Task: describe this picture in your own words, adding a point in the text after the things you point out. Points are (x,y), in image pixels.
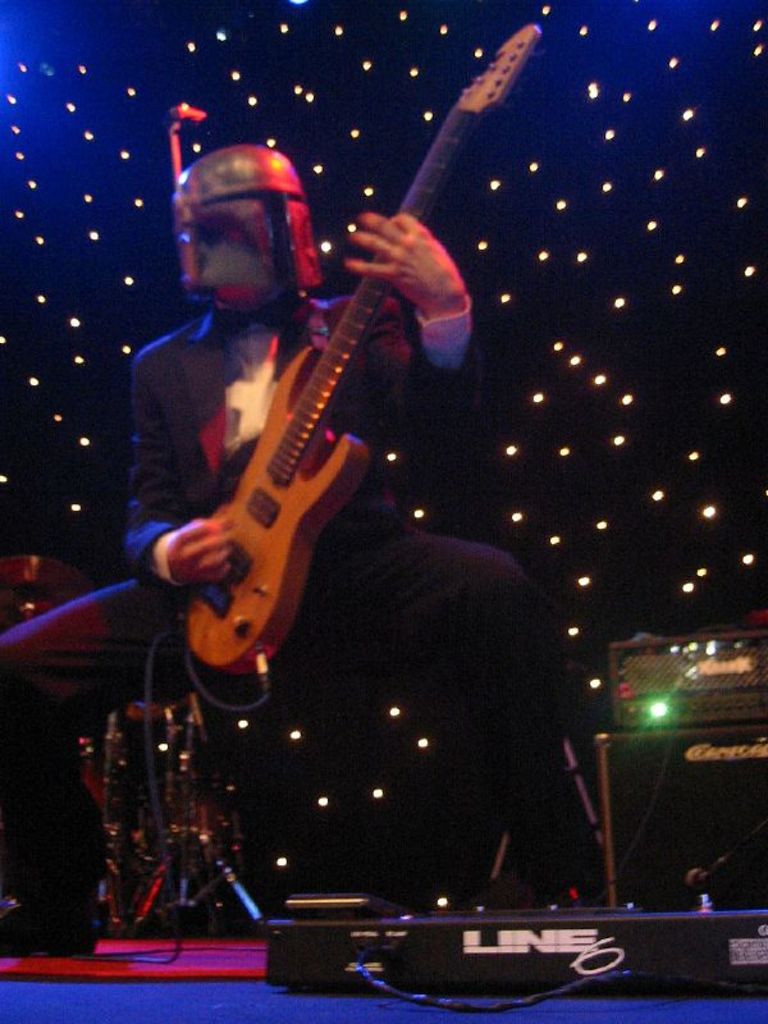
A man (213,337) wearing a helmet (239,257) is holding a guitar (279,493) and playing. In the background (522,345) there is lights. In the front (498,948) there is a musical instrument (547,921).
